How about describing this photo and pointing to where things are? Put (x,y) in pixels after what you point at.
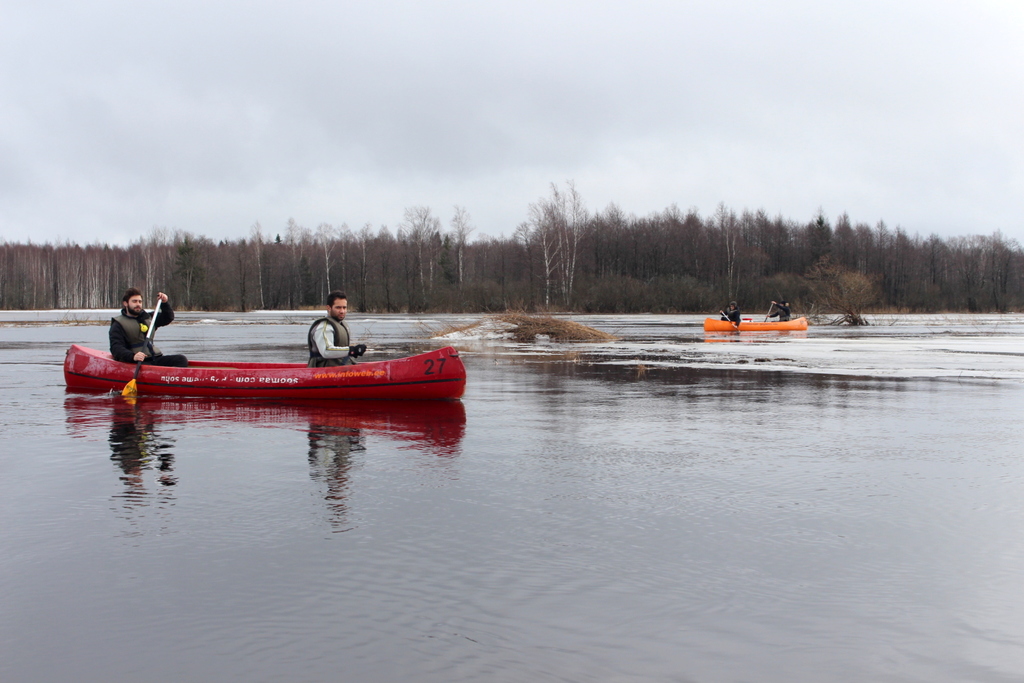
In this picture we can see water (637,567) at the bottom (622,574), there are two boats (386,391) in the water (540,363), there are four persons (788,311) here, in the background (818,296) there are some trees (649,257), we can see the sky (504,124) at the top of the picture (484,82).
